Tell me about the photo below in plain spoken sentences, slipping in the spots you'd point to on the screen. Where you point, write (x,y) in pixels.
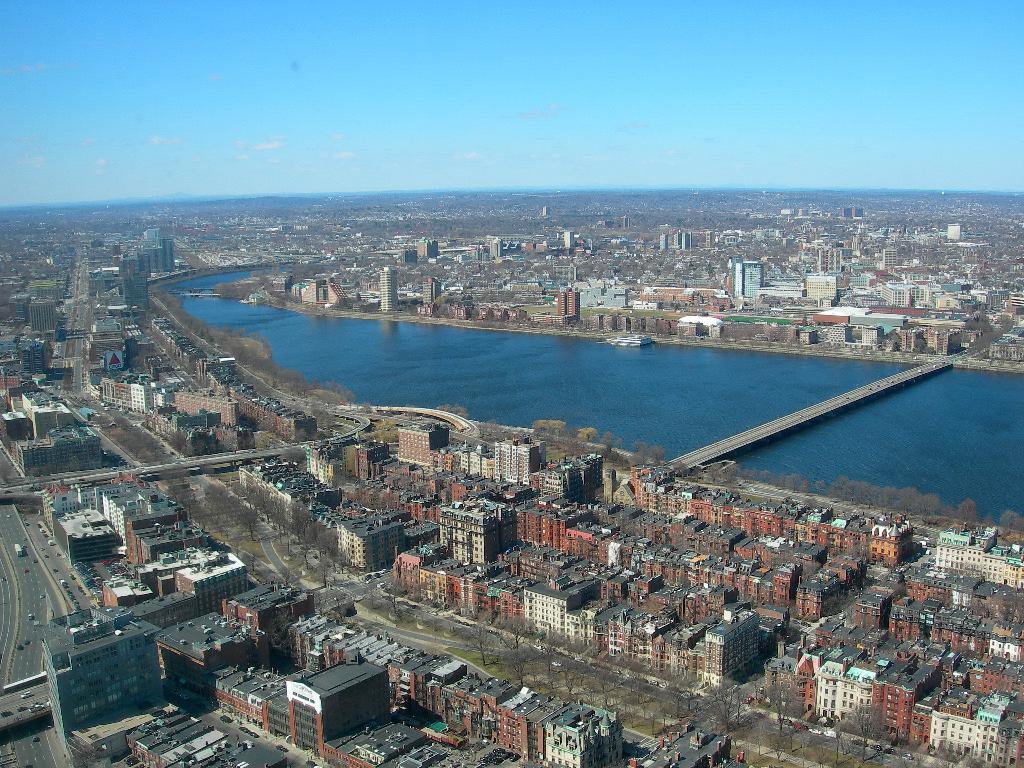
In this picture we can observe many buildings (522,530). There is a river (363,358) flowing. We can observe a bridge (727,445) across the river (793,404). In the background (323,132) there is a sky (492,121).
